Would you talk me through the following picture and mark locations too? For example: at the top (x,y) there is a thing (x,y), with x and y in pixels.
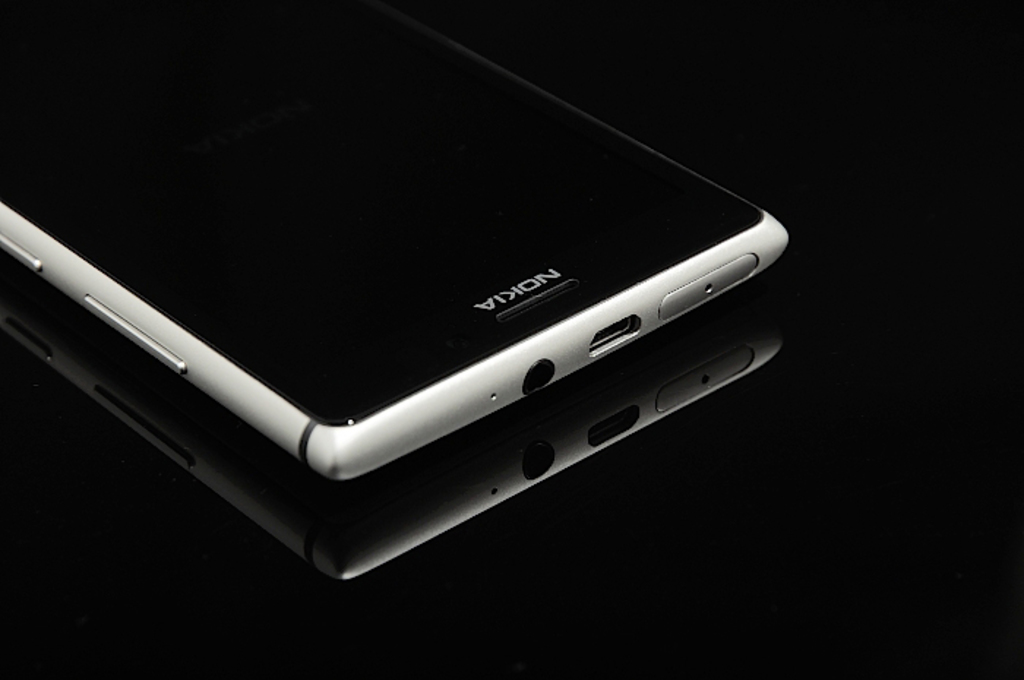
In this image, I can see a Nokia mobile (201,375) with buttons (140,337) and there is a reflection (184,450) of a mobile (443,423) on an object (733,407). There is a dark background (693,15).
